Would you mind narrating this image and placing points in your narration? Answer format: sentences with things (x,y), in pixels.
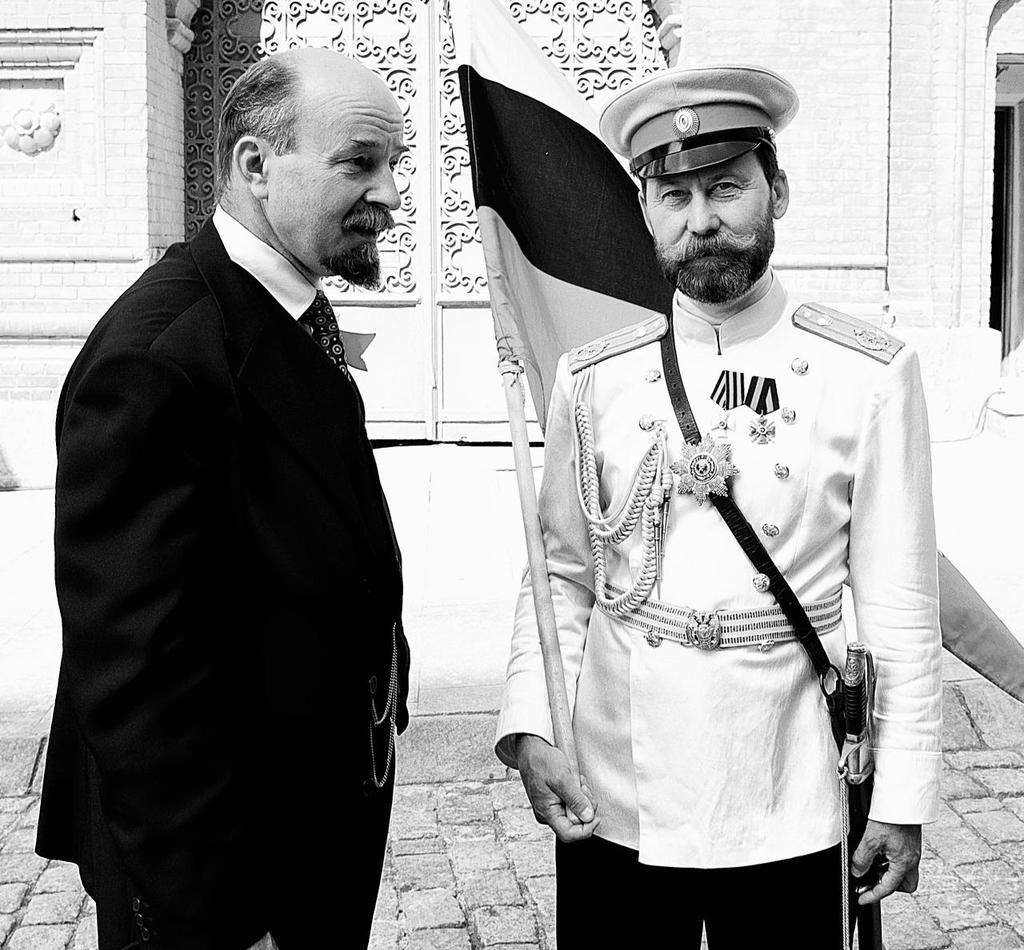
In this picture we can see two persons (350,562) are standing, one person (519,628) is holding the flag (525,449). Back side, we can see the walls (120,31) of the building (216,85).
